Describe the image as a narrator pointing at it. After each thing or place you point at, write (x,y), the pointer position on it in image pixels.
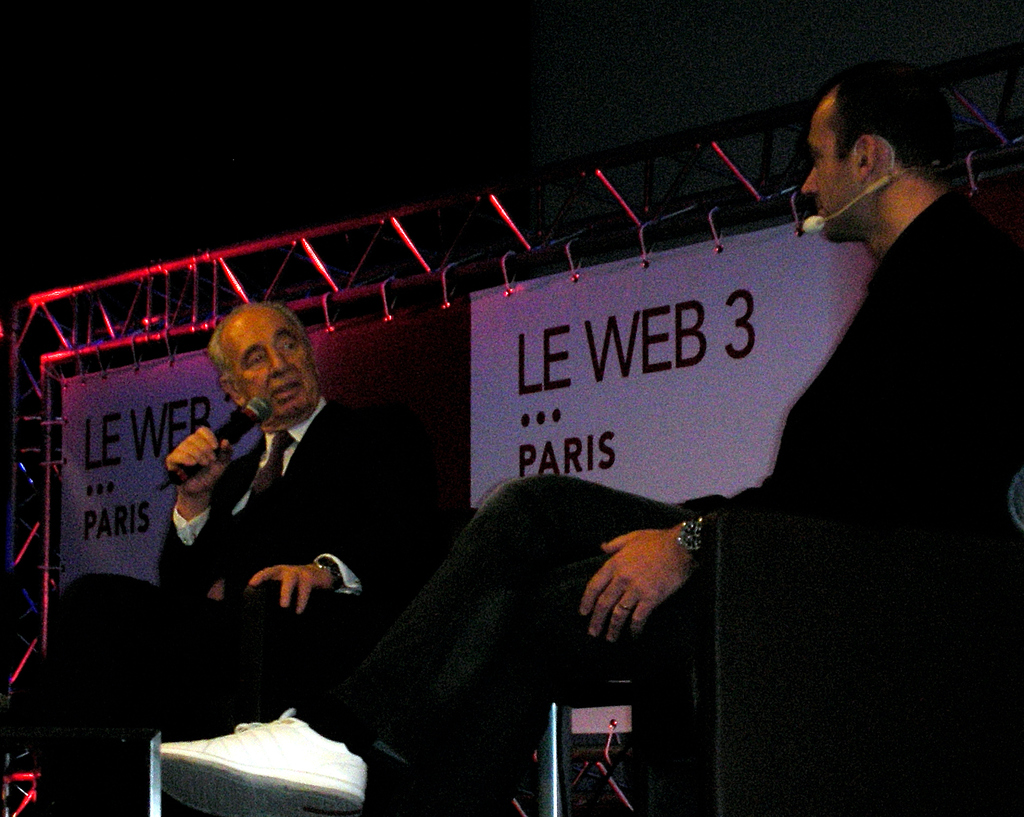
In this image we can see two persons (541,533) sitting. Both are wearing watches (337,576). One person (297,576) is holding mic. In the back (611,390) there are banners (487,431) with text (217,413). Also there is a stand (497,208). In the background (515,94) it is dark.
